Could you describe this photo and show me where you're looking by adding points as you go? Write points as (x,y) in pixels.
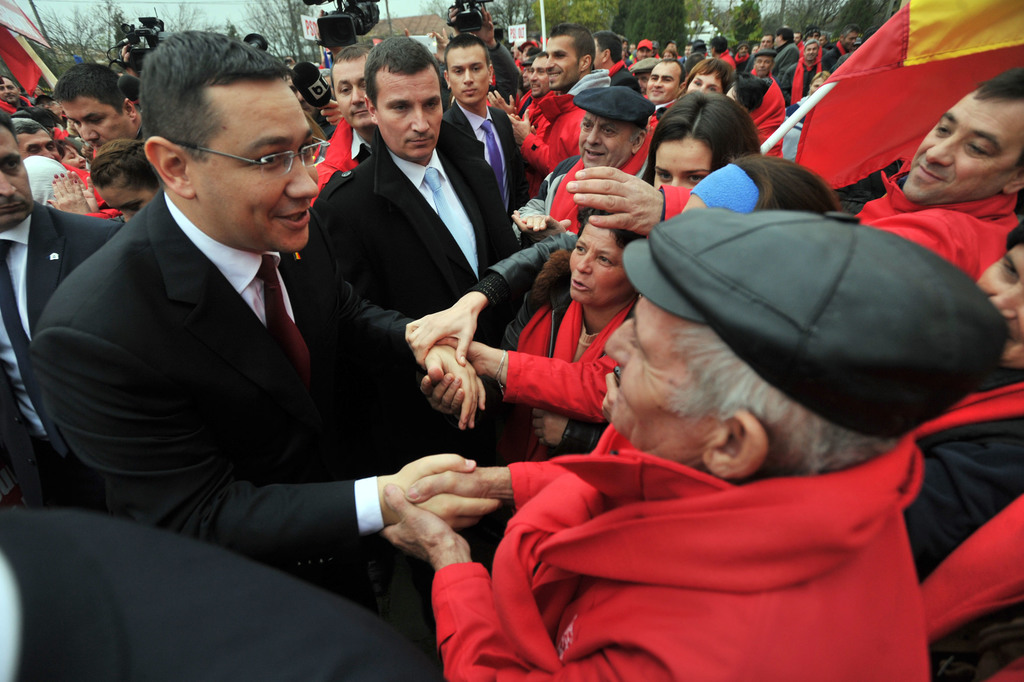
In this image there is a group of people (505,285) trying to shake hands (422,334) with a person (315,417). In the group (530,238) there are people (626,142) holding flags (813,124) and placards (312,29). In the background of the image (125,73) there are few people (485,44) holding video cameras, behind them there are lamp posts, buildings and trees (227,32).
